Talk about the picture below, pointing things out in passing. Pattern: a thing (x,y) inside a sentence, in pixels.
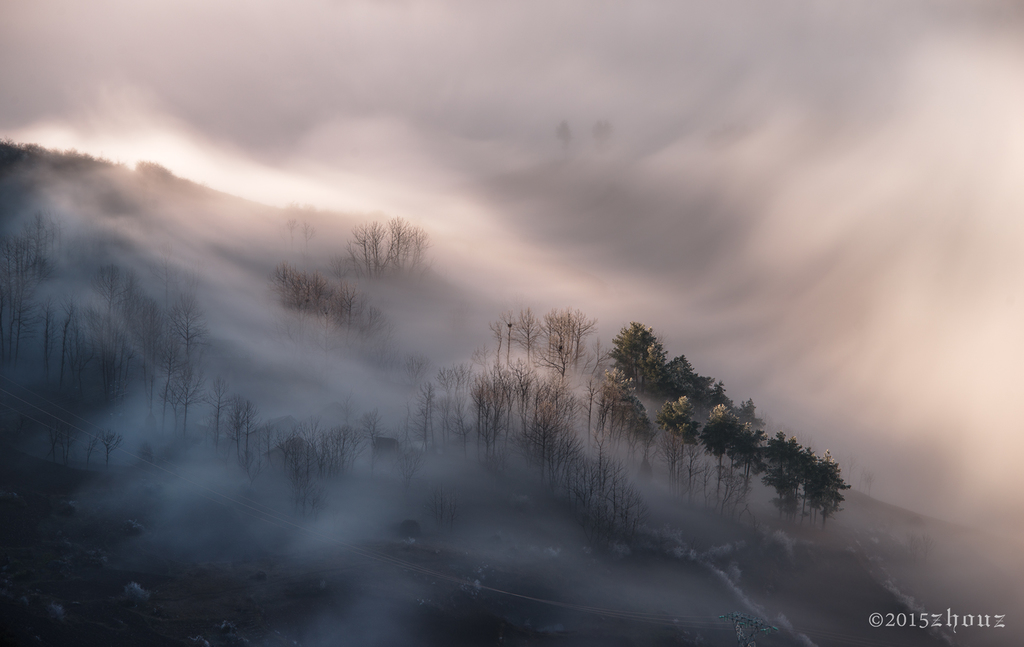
This image is taken outdoors. At the top of the image (191,33) there is the sky (389,68). At the bottom of the image (762,439) there are many trees (759,451) and plants (338,441) on the ground (259,602). On the right side of the image (853,451) there is fog (611,211).
